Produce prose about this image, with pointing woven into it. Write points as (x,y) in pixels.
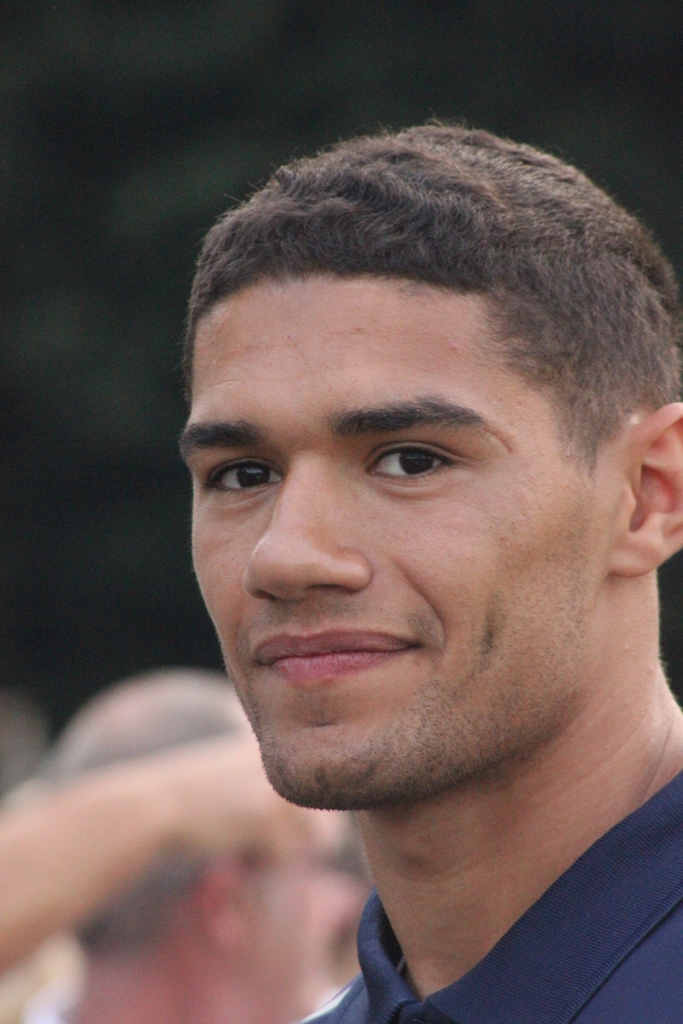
In the image there is a man (391,903) smiling. Behind him there is a blur background (519,37).
